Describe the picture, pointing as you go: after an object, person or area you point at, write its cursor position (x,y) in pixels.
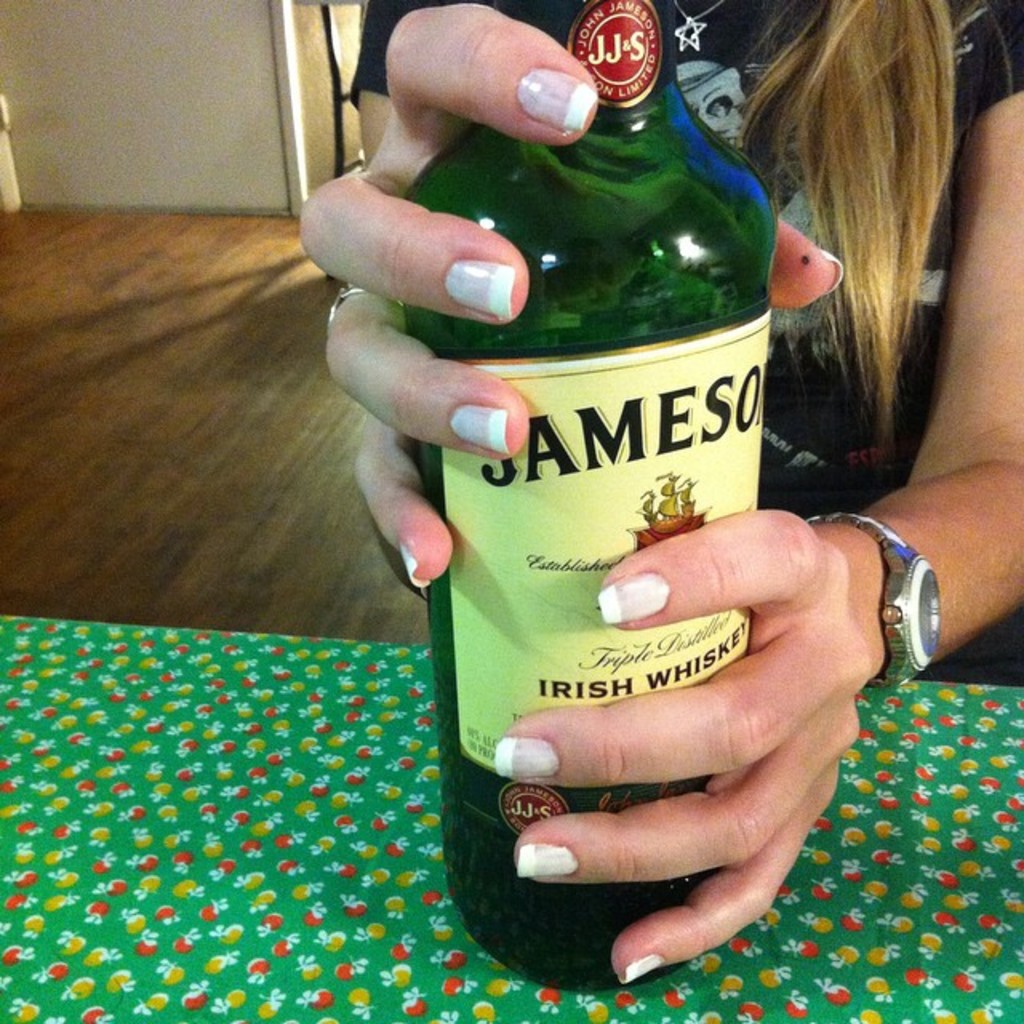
In this picture we can see a person (1012,649) holding the bottle (616,693). This is the floor (161,405) and there is a wall (176,95).
